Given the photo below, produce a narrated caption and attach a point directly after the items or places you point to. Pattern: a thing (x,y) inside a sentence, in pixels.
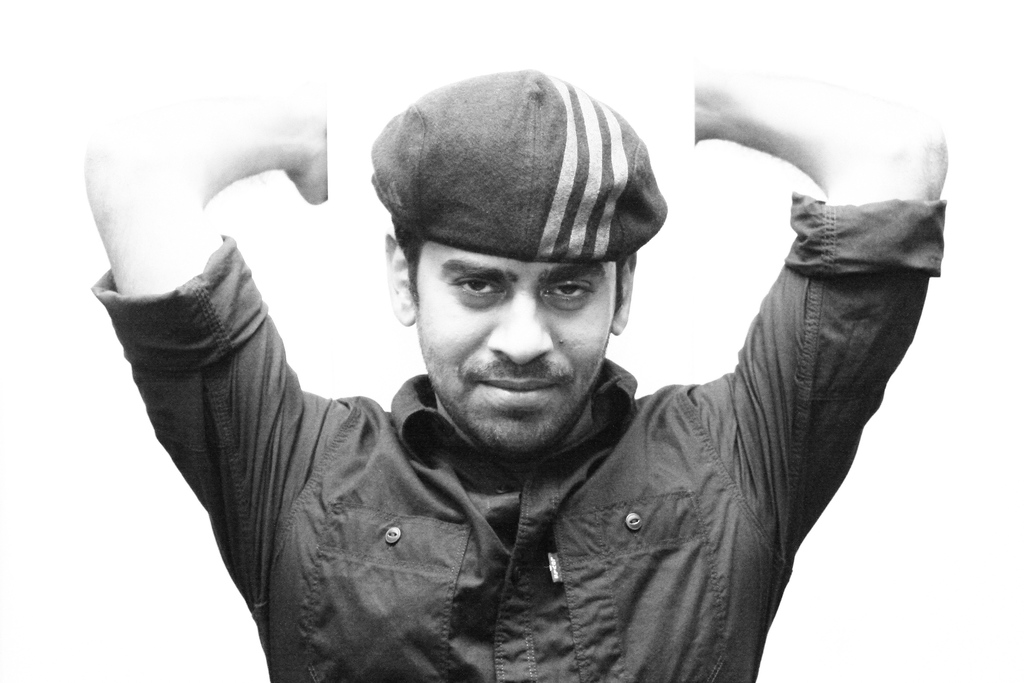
It is a black and white picture of a man (465,443) with a cap (583,200) and the background (132,579) is white.
